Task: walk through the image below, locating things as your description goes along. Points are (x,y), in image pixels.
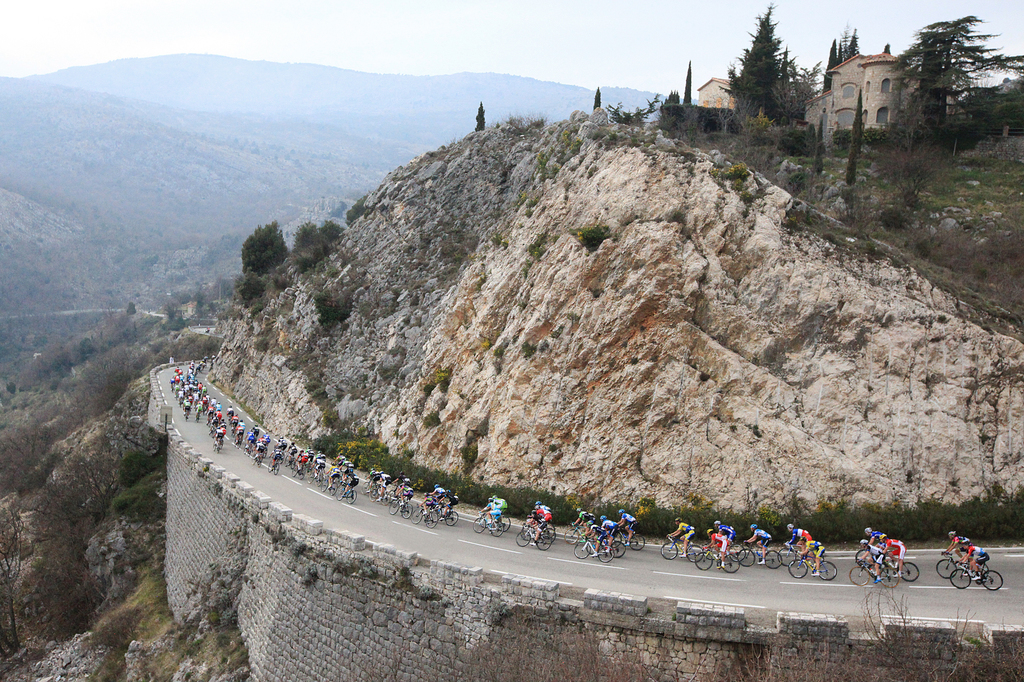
In this image there is a road (331,503) where the persons (282,456) riding bicycle (799,558). And at the top (884,95) there is a building (840,90) which is placed on the mountain (327,303). On the mountains (111,347) there are trees (87,519) and at the top (685,30) there is a sky (513,59).
